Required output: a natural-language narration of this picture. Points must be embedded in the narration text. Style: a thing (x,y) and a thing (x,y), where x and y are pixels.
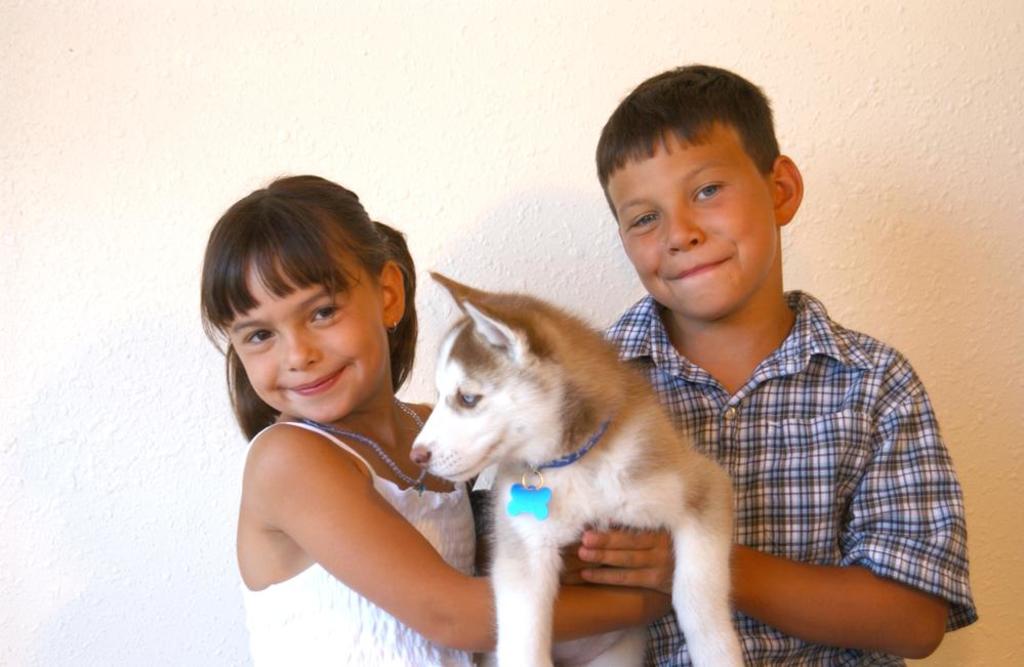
We can see a boy (687,304) and a girl (344,396) holding a dog (583,482) in their hands (586,567). They both are carrying a pretty smile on their faces (257,278). On the background (489,49) there is a wall (594,87).
